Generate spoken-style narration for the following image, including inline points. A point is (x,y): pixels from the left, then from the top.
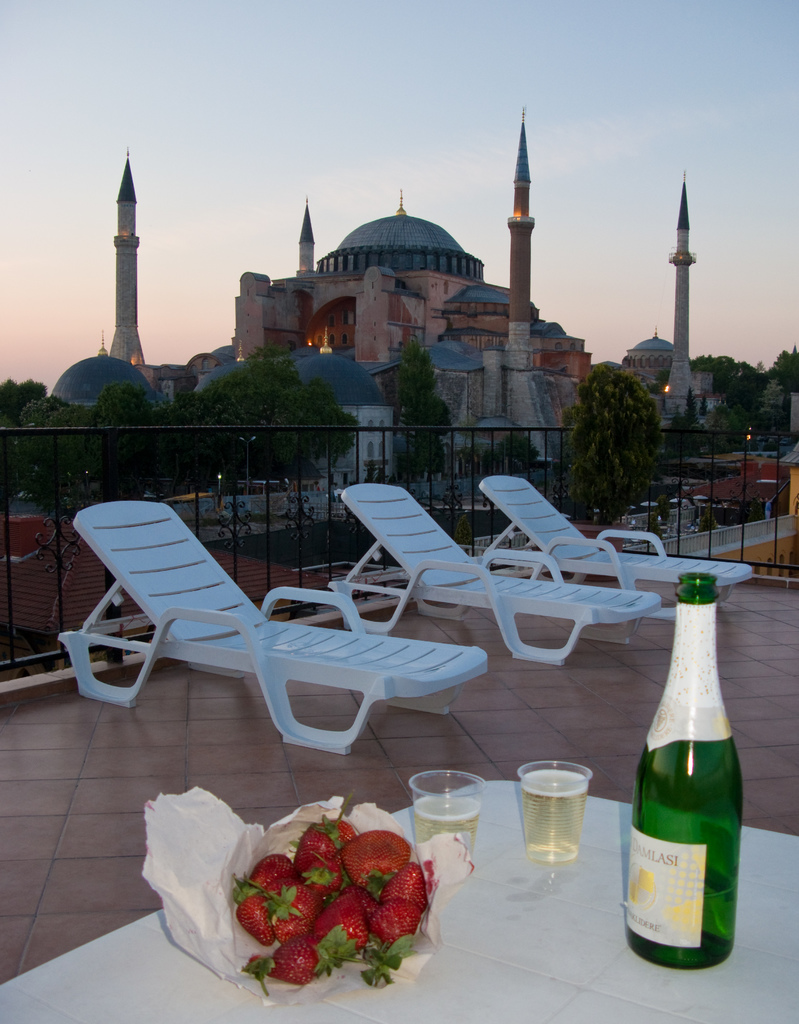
In this picture we can see a bottle (655,895), glasses (530,808), strawberries (382,862) on the table (498,956), in the background (300,641) we can see couple of chairs (363,586), trees (157,416) and a building (373,294).
